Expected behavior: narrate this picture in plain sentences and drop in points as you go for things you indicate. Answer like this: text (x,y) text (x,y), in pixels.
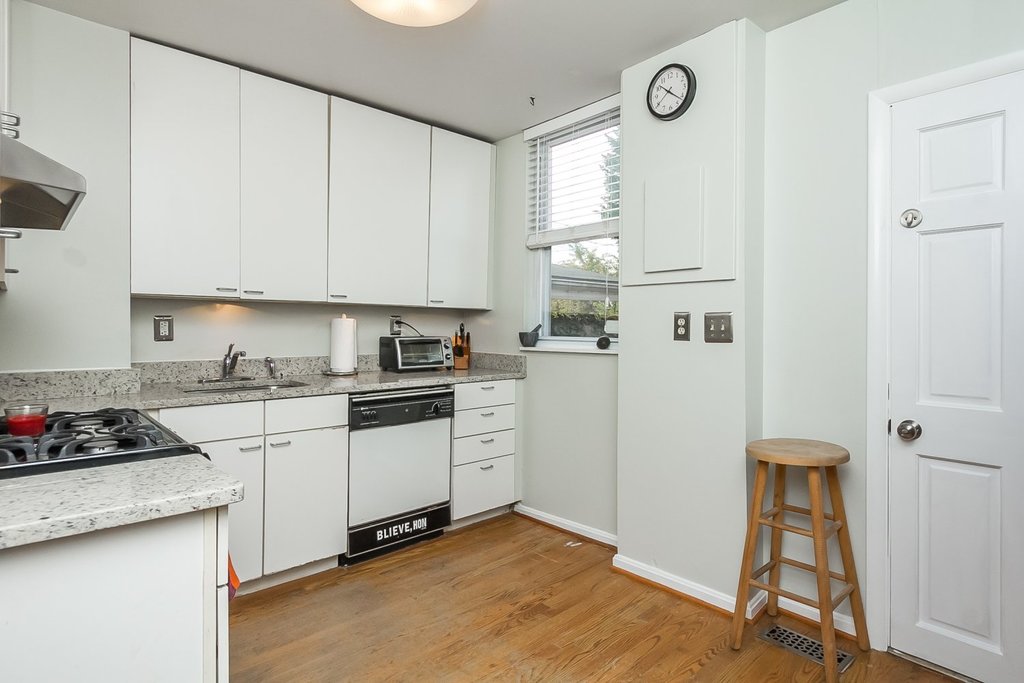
In this image we can see the inner view of a kitchen (195,483). In the kitchen (293,471) there are hob (104,423), chimney (26,207), sink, taps (223,362), cupboards (236,210), toaster oven (414,344), dishwasher (405,429), tissue holder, knife cabinet (456,341), mortar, clock (671,104), electric light (420,20), door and a seating stool (811,496) on the floor (611,598). In the background (581,215) there are trees (581,247) and sky (584,175).
